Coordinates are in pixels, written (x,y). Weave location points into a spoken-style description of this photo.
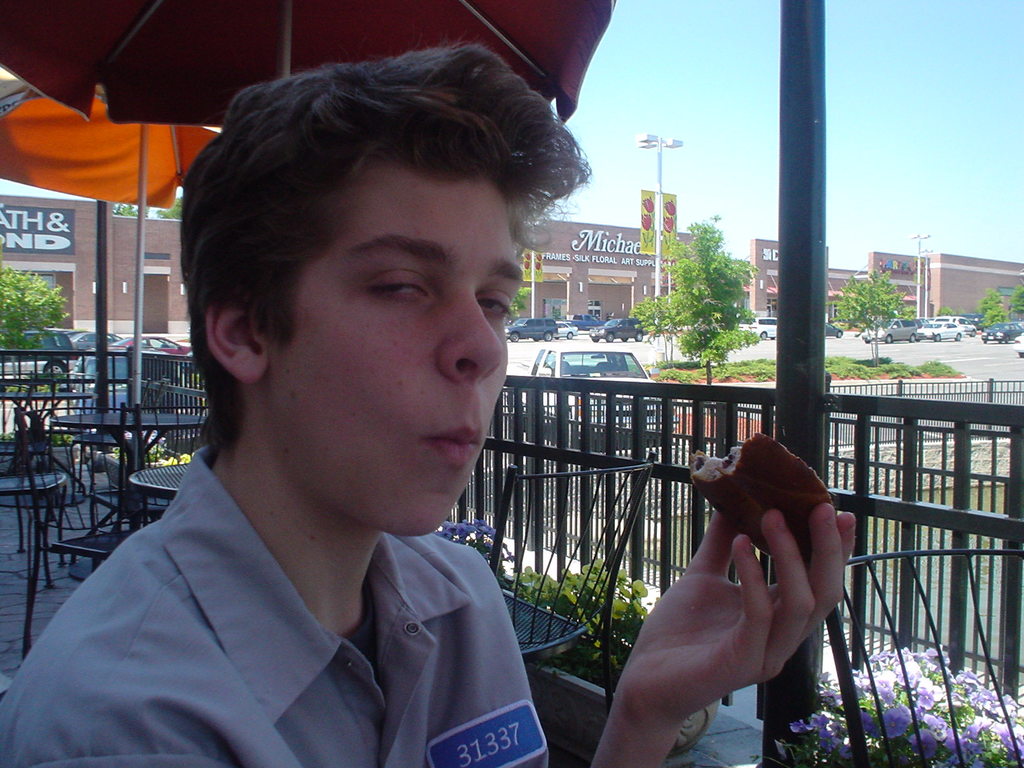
In this image there is a boy (718,692) sitting on chair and holding a cake (799,520) in his hand (679,680), in the background (30,465) there are chairs (30,465), table (165,424), umbrellas (194,115) and railing (56,354) and cars (612,367) on the road (645,354), trees (15,298), buildings (886,263) and the sky (760,126).
